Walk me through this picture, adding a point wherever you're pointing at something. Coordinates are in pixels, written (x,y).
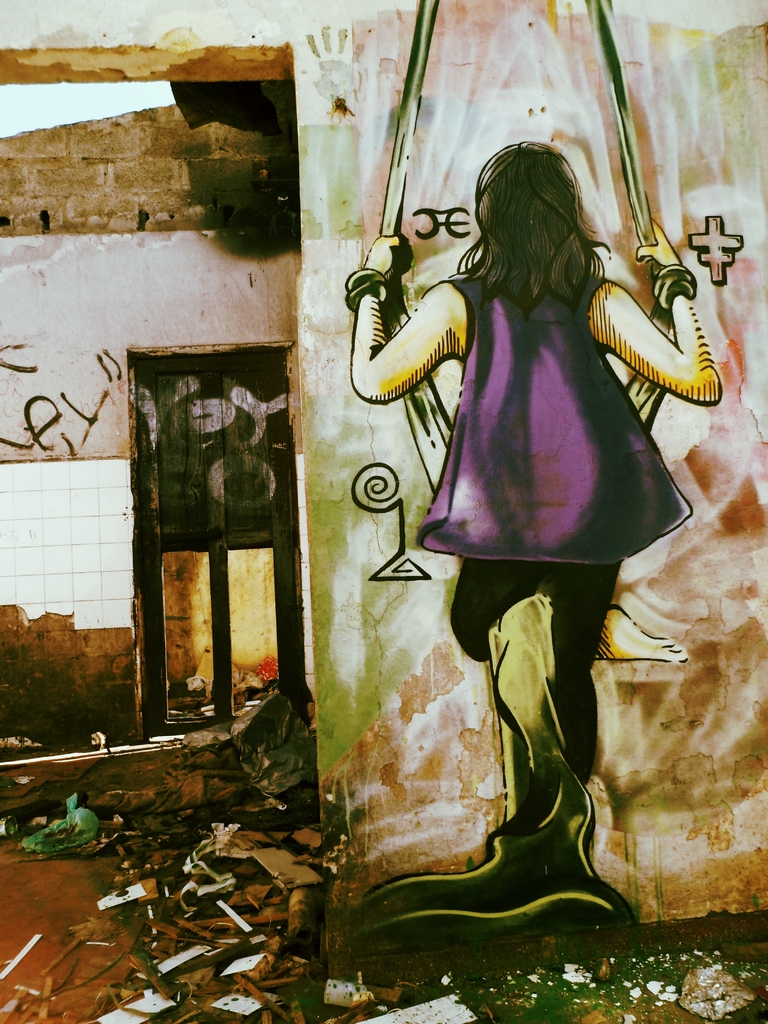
In this picture we can see a wall (723,484) on the right side (722,466), on the left side (203,527) there is a door (291,592), we can see a painting (660,406) of a person (567,278) on the wall (567,278), at the bottom (149,972) there are some sticks (272,935) and stones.
